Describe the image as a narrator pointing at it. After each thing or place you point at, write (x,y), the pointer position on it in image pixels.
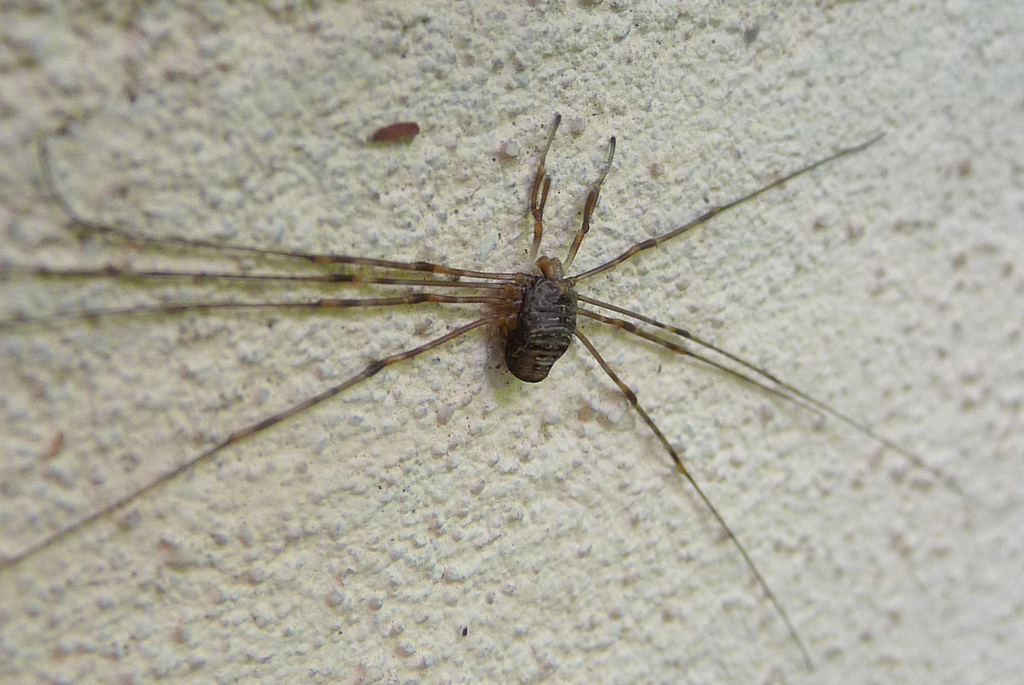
In this picture I can see a spider brown colored (574,290) on a wall (507,241).
